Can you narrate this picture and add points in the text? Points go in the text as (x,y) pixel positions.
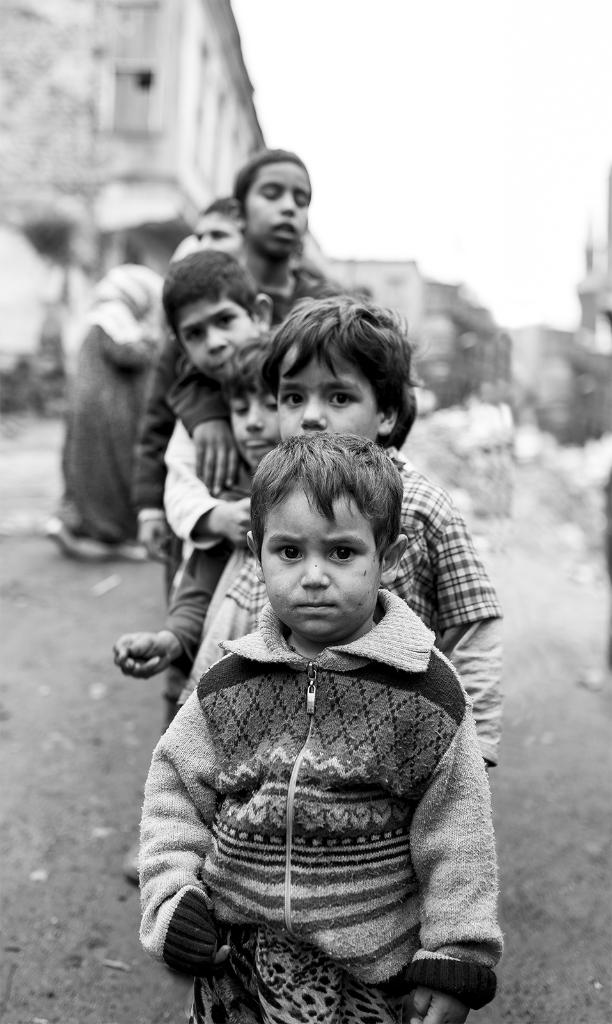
In this picture we can see few people (316,470), behind them we can find few buildings (178,100), it is a black and white photography.
